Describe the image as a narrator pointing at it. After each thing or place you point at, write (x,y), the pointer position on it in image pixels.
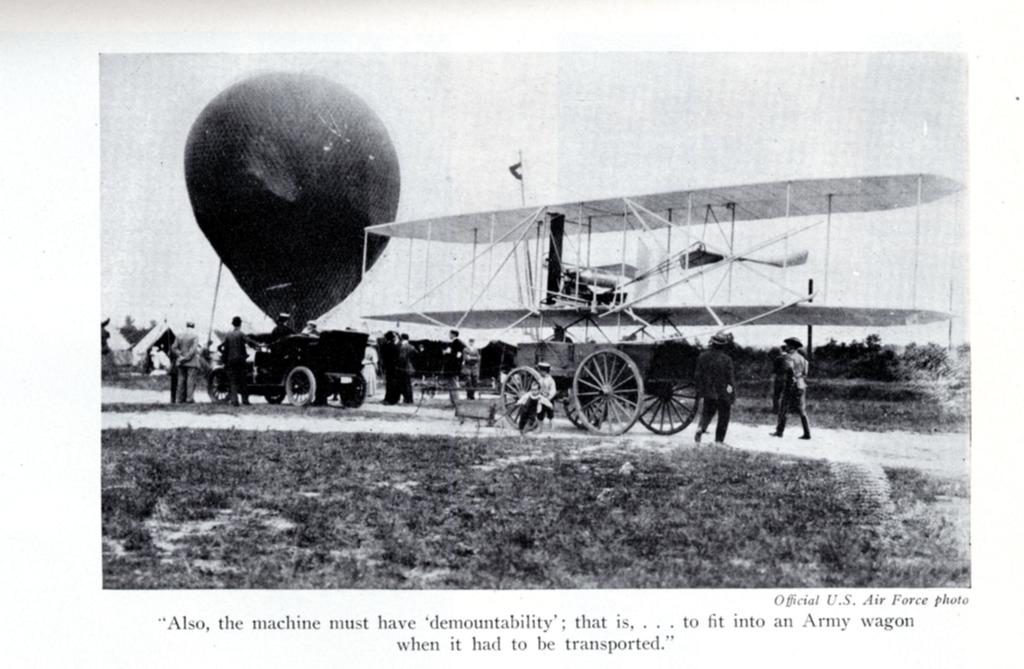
This is a black and white image. In this image we can see an aeroplane (537,302), cart (599,398), balloon (234,211), persons (242,336) and sky (556,126).
